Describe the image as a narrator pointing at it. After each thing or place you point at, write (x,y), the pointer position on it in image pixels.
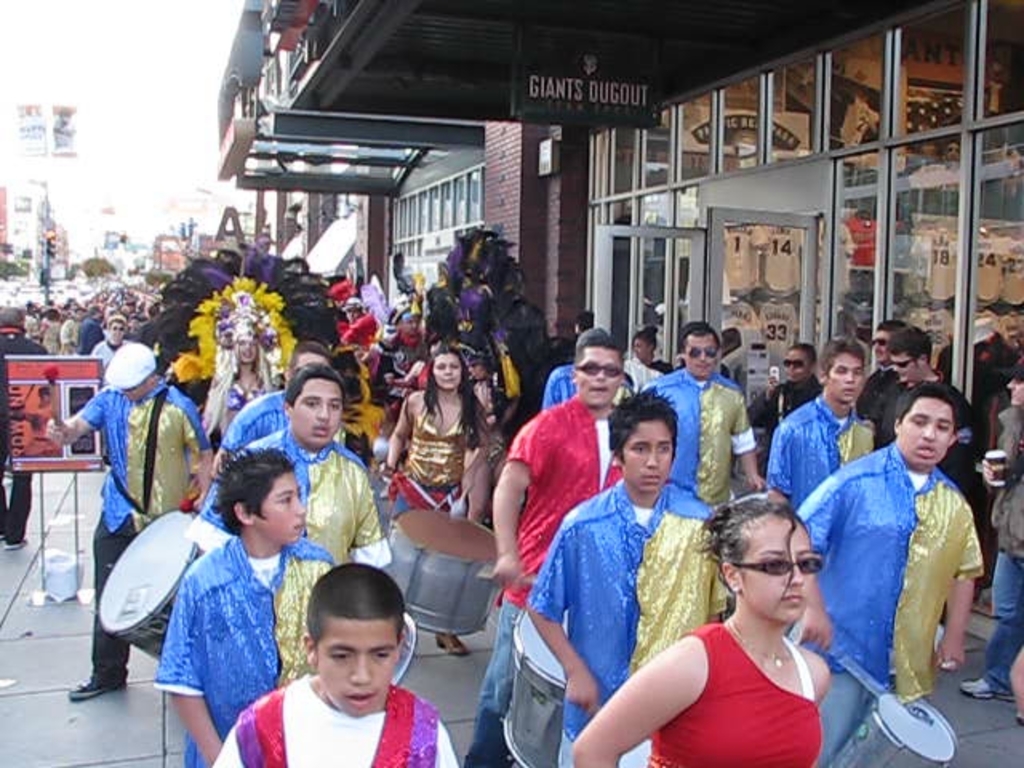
The group of people (429,371) are standing. This is also called a crowd (206,385). This are building (549,187) with glasses (987,321). This person (246,300) wore a fancy dress (256,320). This persons (539,442) are carrying a drum (920,713).
